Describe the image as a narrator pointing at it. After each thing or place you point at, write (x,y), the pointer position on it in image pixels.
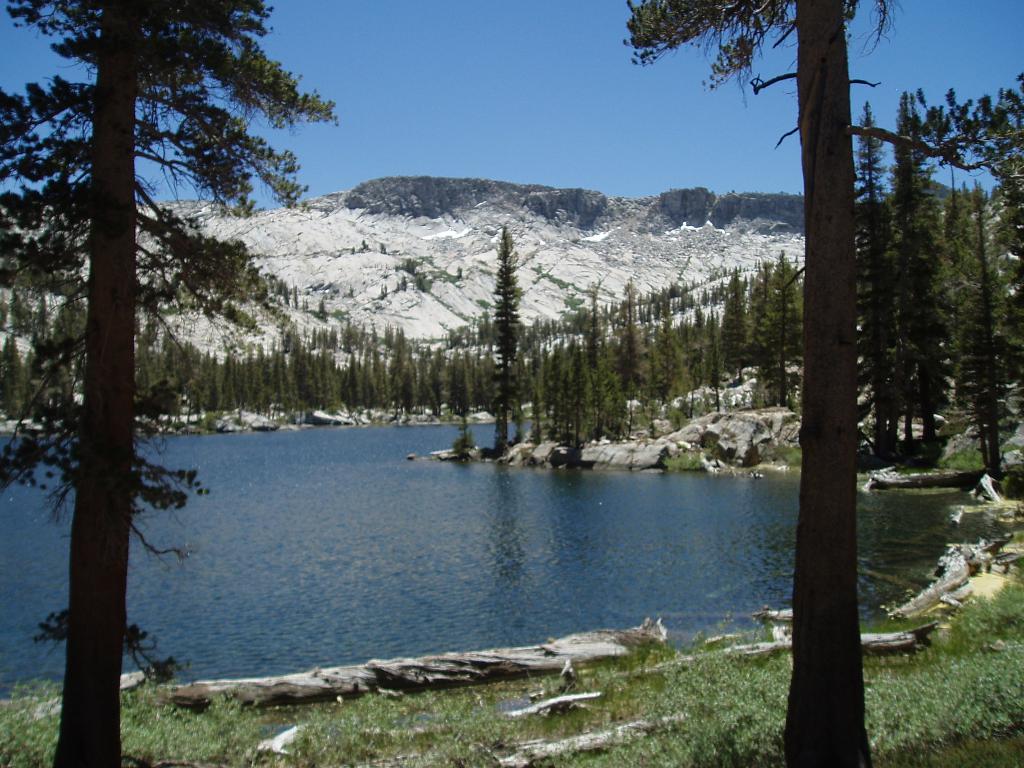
This image consists of many trees (808,480). At the bottom, there is green grass (743,738). In the middle (413,490), there is water (441,505). In the background (468,257), there are mountains (363,245). At the top (406,68), there is sky (397,140).
